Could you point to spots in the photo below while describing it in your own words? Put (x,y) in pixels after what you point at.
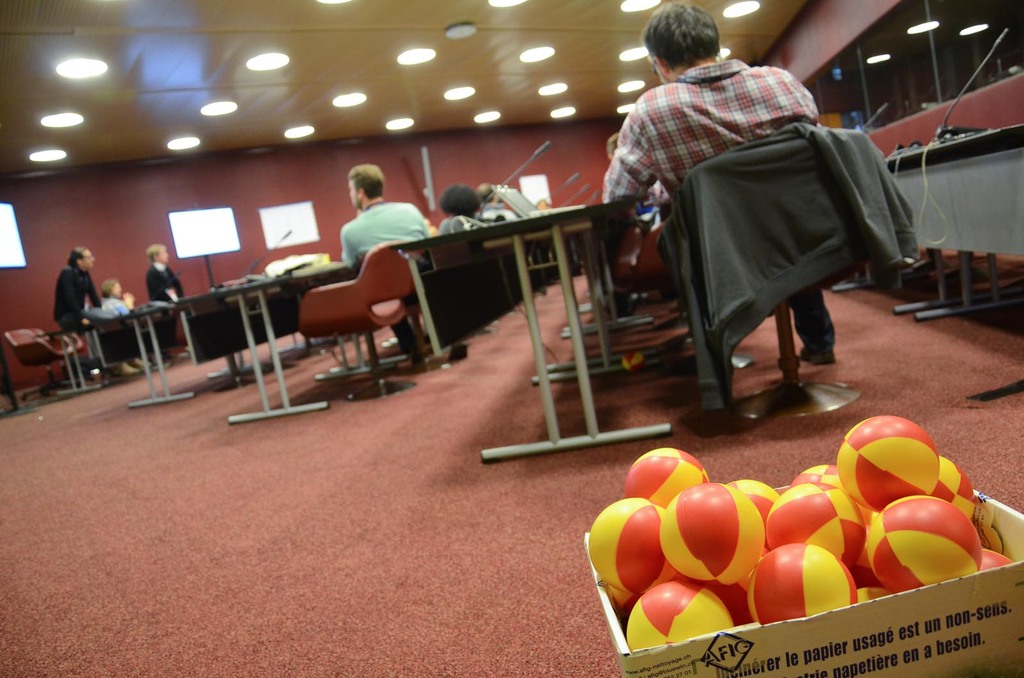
In this image on the right side (836,532), I can see some balls (810,527) in the box (833,620). I can see some people (366,249) are sitting on the chairs (373,281). I can see the tables (280,281). At the top (223,102) I can see the lights (353,99).
